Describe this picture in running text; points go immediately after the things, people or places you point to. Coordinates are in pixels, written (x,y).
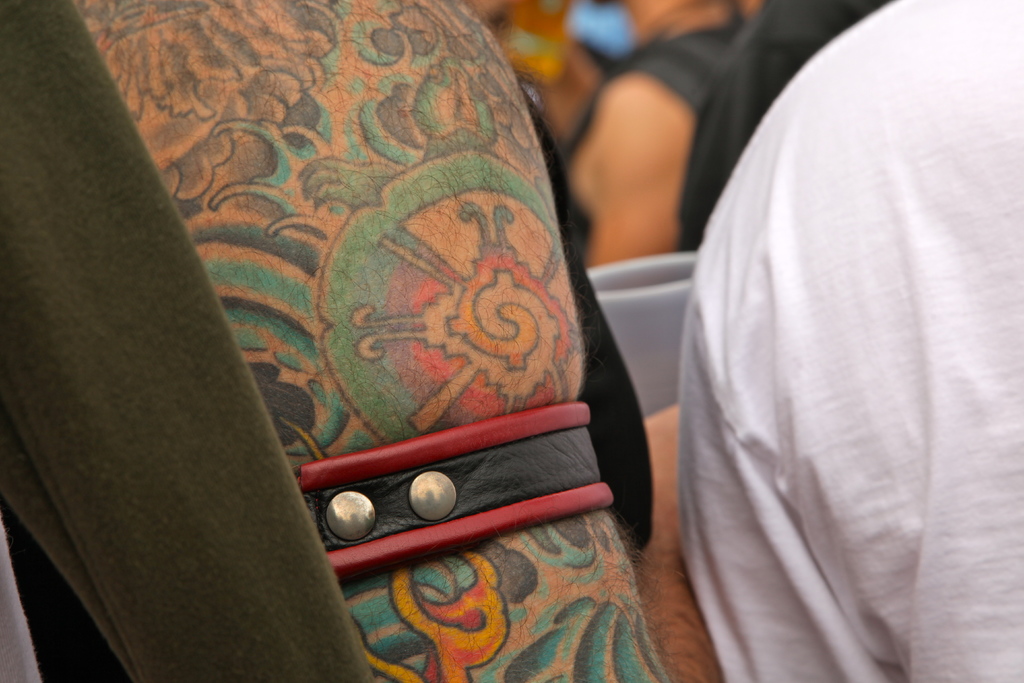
In this picture we can see group of people (521,302) and blurry background (652,216).
